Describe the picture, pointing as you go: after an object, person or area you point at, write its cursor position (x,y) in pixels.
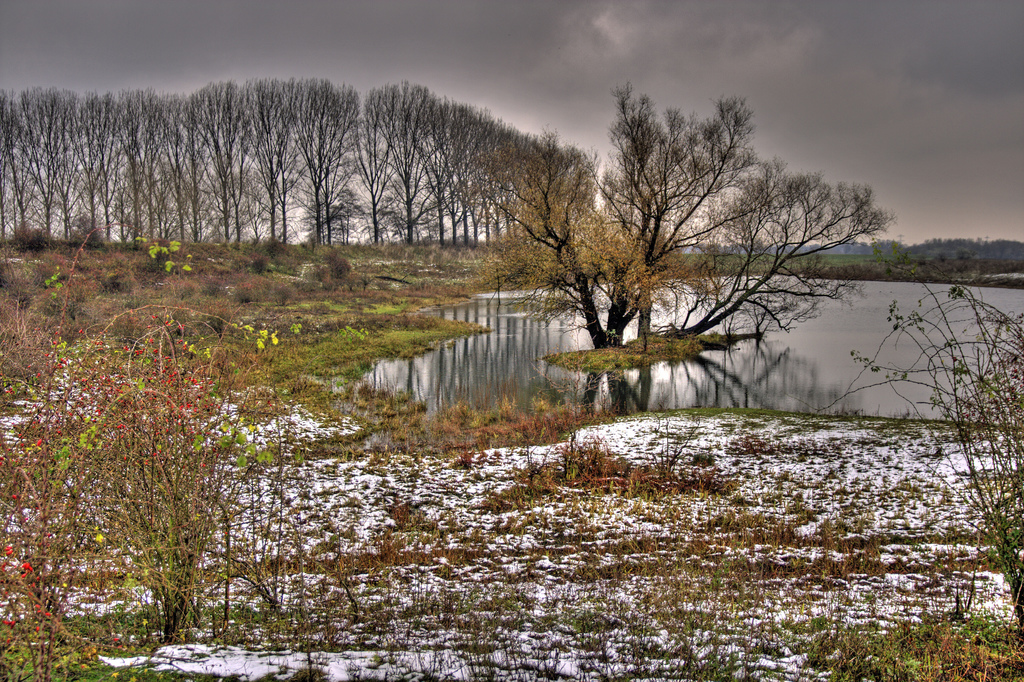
In this image there are trees (362,212), there's grass (299,321) on the ground (302,322) and there is water (829,340) and the sky (802,62) is cloudy.
